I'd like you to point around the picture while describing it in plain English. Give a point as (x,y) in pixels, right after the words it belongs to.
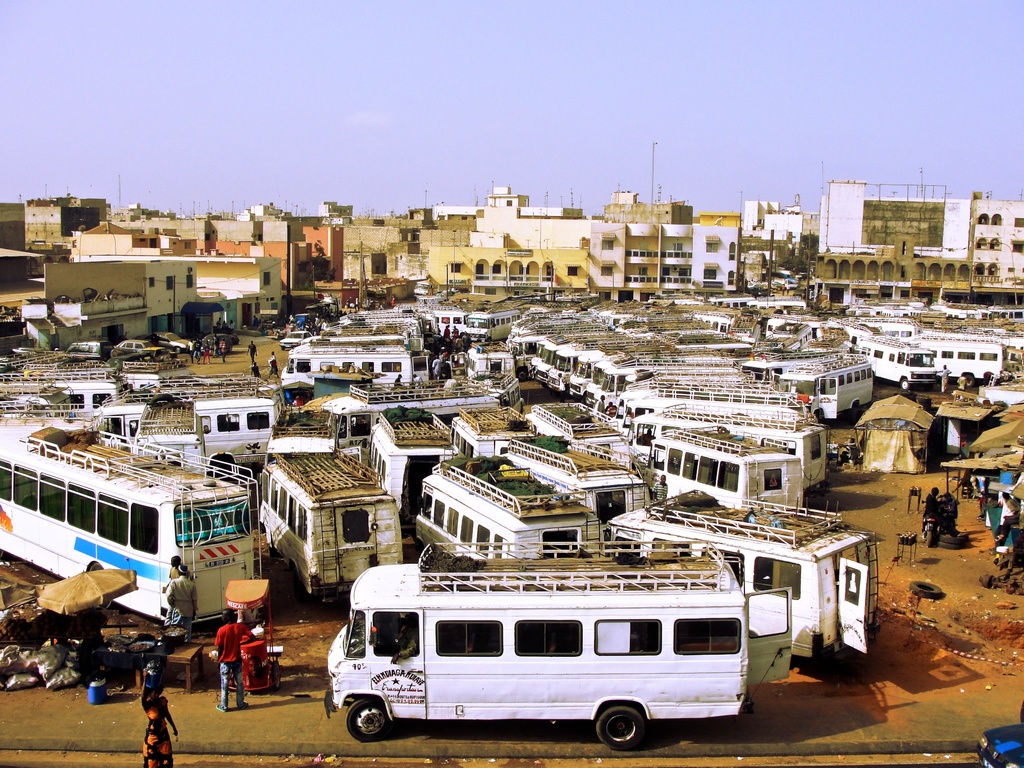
This image consists of many buses (373,391) in white color are parked in a ground (294,654). In the background (111,264), there are many buildings (142,244). At the top (453,78), there is a sky (584,65). At the bottom (872,751), there is a road (774,733).
